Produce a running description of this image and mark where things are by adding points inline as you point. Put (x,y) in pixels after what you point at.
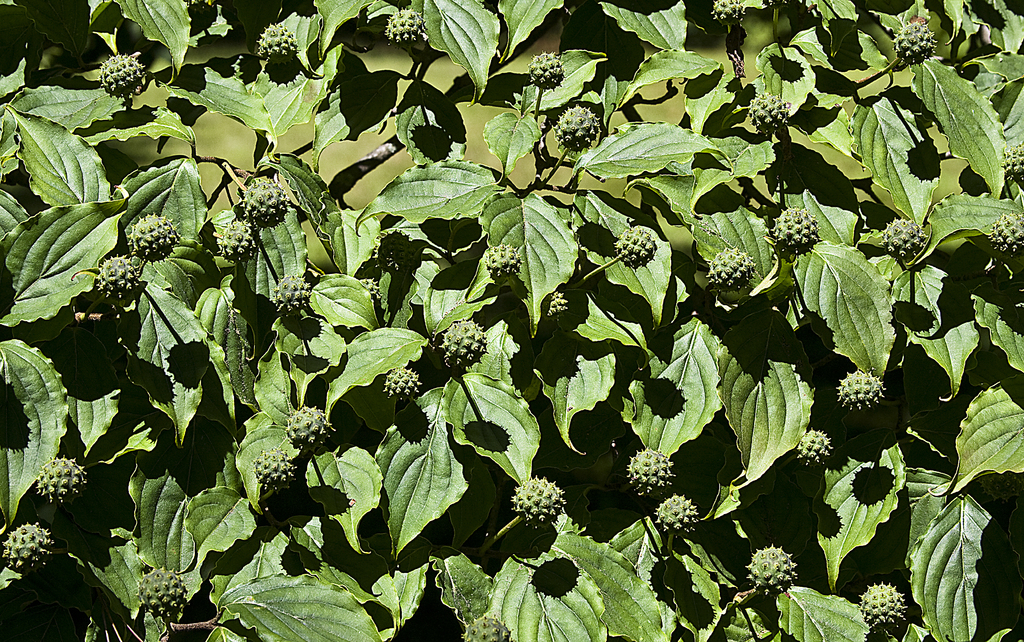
In this picture there are leaves (680,390) and fruits (258,477) around the area of the image.
